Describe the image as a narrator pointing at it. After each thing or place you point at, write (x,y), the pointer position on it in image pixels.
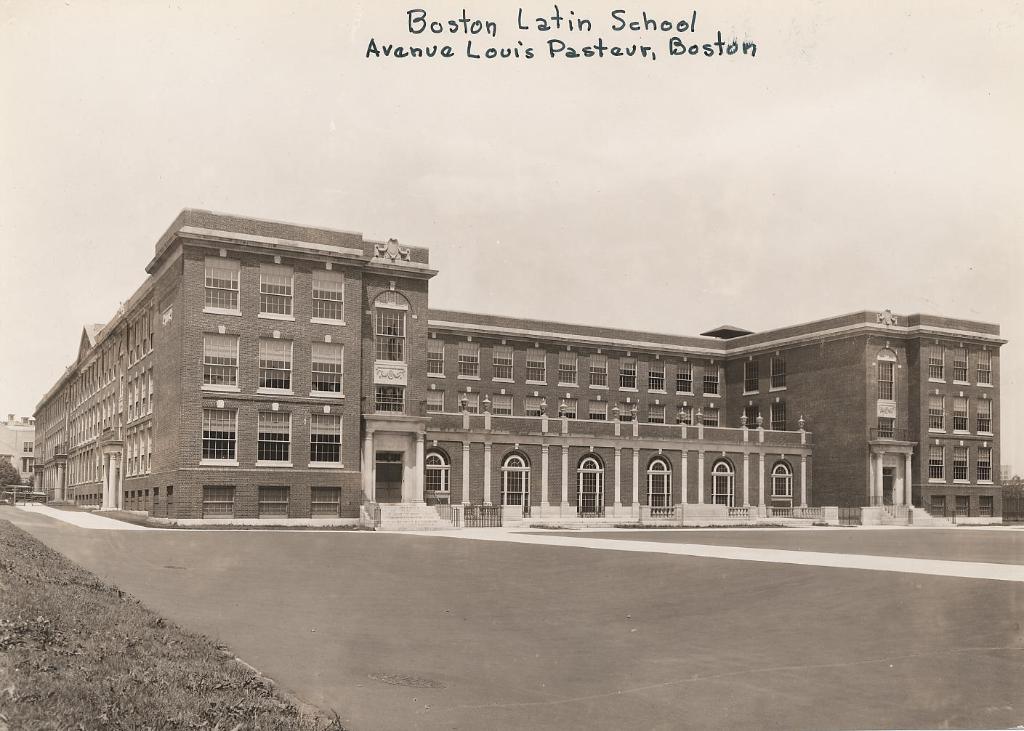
At the top portion of the picture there is something written. In this picture we can see a large building (355,314), windows (288,314), doors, pillars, stairs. We can see the railing (855,520). At the bottom portion of the picture (519,626) we can see the road (531,600). On the left side of the picture (106,728) we can see a tree (6,471), grass (120,646) and far we can see a building (21,448).
